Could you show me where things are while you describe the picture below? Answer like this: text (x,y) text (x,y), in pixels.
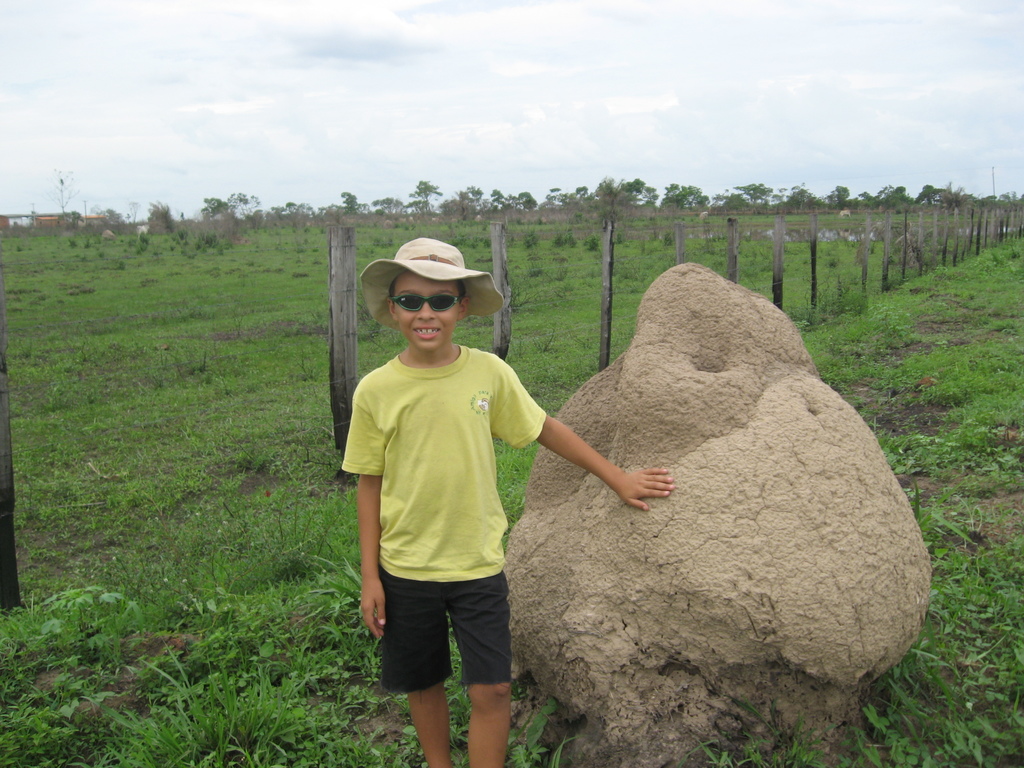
In this image we can see a boy (494,398) wearing a cap (424,269). There is a termite mound (632,605) beside him. In the background of the image (173,222) there are trees (214,227), sky (372,181), clouds (415,161). There is a fencing (503,302). At the bottom of the image (281,735) there is grass (239,706) and plants (257,652).
